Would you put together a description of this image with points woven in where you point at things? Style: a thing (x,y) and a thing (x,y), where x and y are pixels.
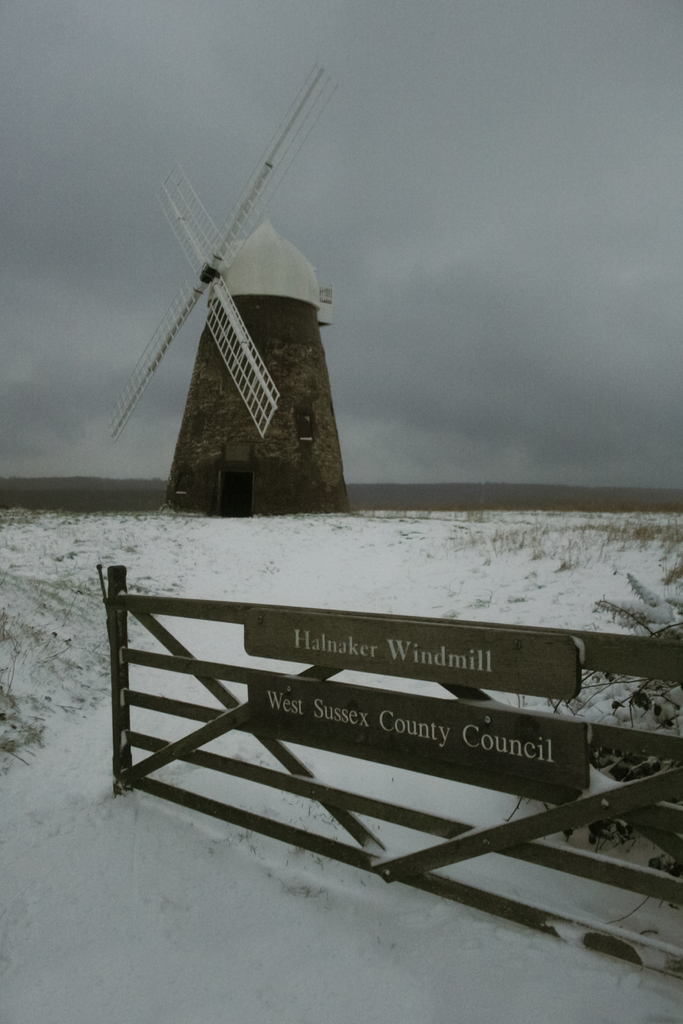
In this image there is a windmill (217,469), in front of the windmill (239,381) there is a wooden fence (125,580), there is snow (247,569) on the surface (247,569).
